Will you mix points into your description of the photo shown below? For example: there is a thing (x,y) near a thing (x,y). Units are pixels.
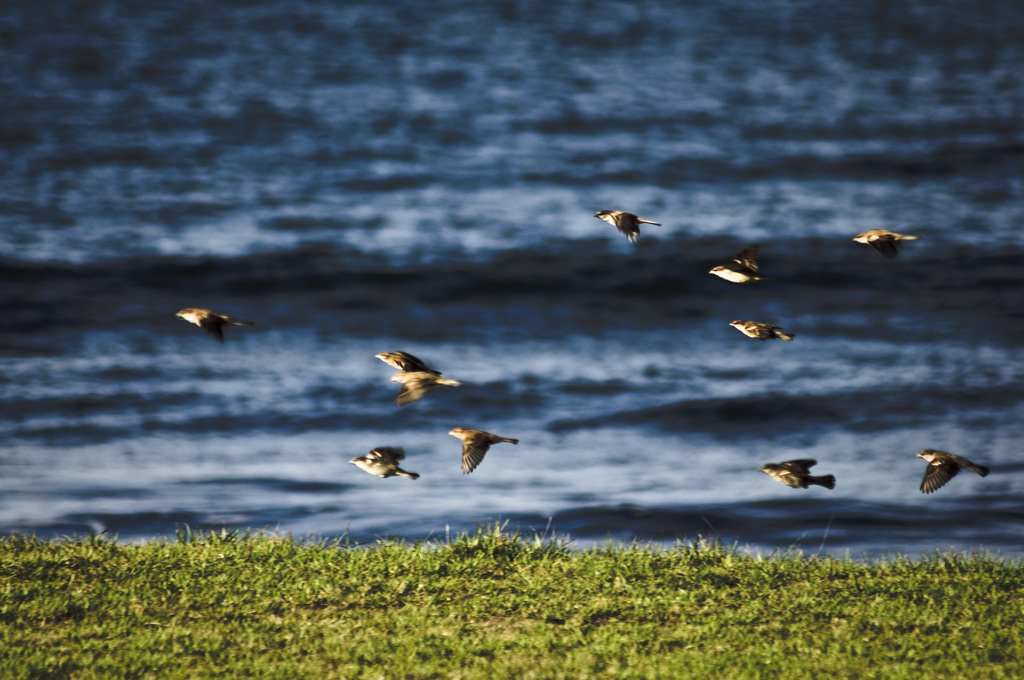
In this image we can see some birds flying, also we can see the grass (206,564), and the water (430,515).
